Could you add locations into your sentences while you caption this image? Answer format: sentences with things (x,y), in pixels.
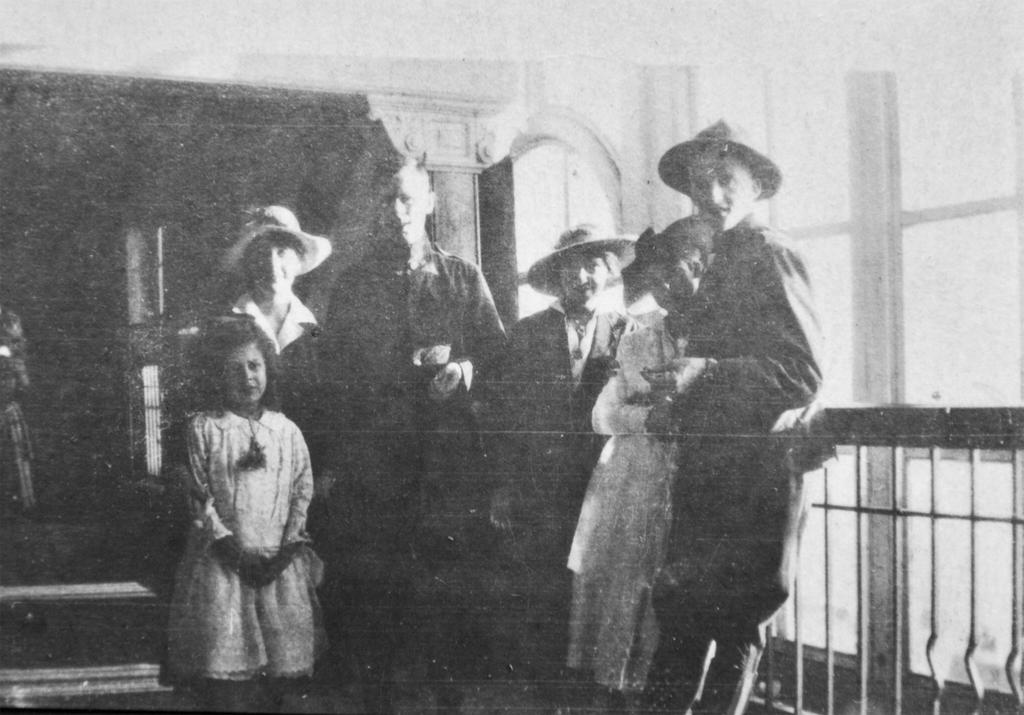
This is an old black and white picture. We can see there is a group of people (408,329) standing. On the right side of the people (613,436) there are iron grilles (860,486) and a window (865,245). Behind the people (481,347), there is the blurred background (225,24).
